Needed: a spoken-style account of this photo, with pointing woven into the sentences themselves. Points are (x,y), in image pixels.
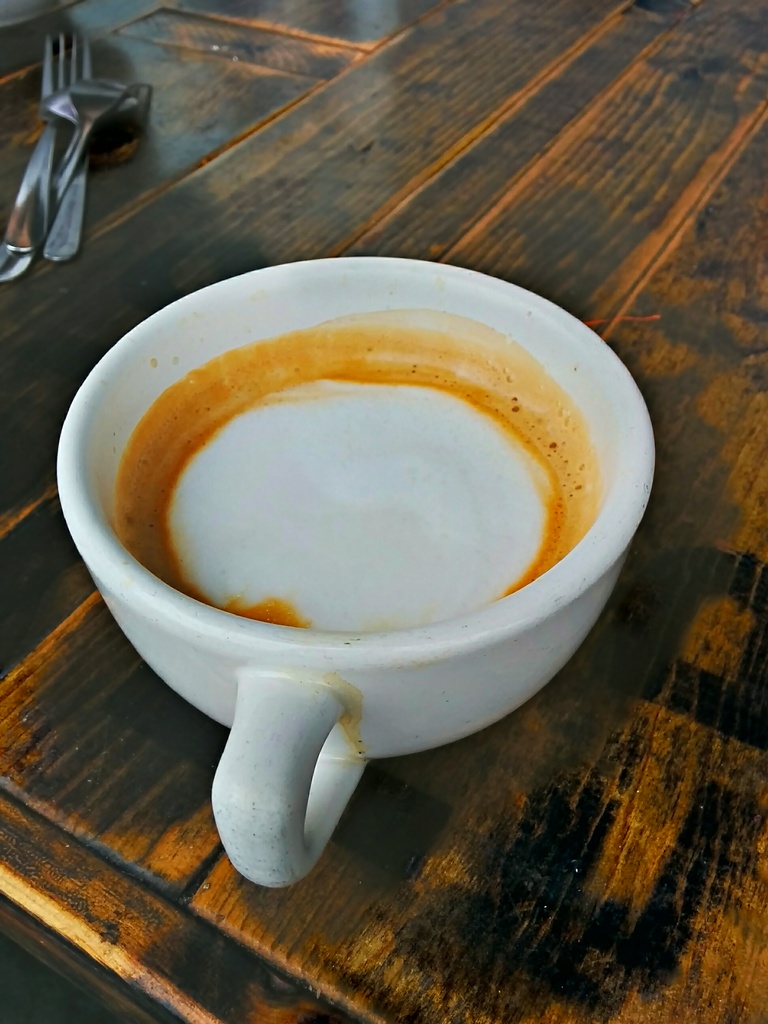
In this picture we can see a coffee cup (178,379), spoons (26,177) are placed on the wooden surface (81,26).
